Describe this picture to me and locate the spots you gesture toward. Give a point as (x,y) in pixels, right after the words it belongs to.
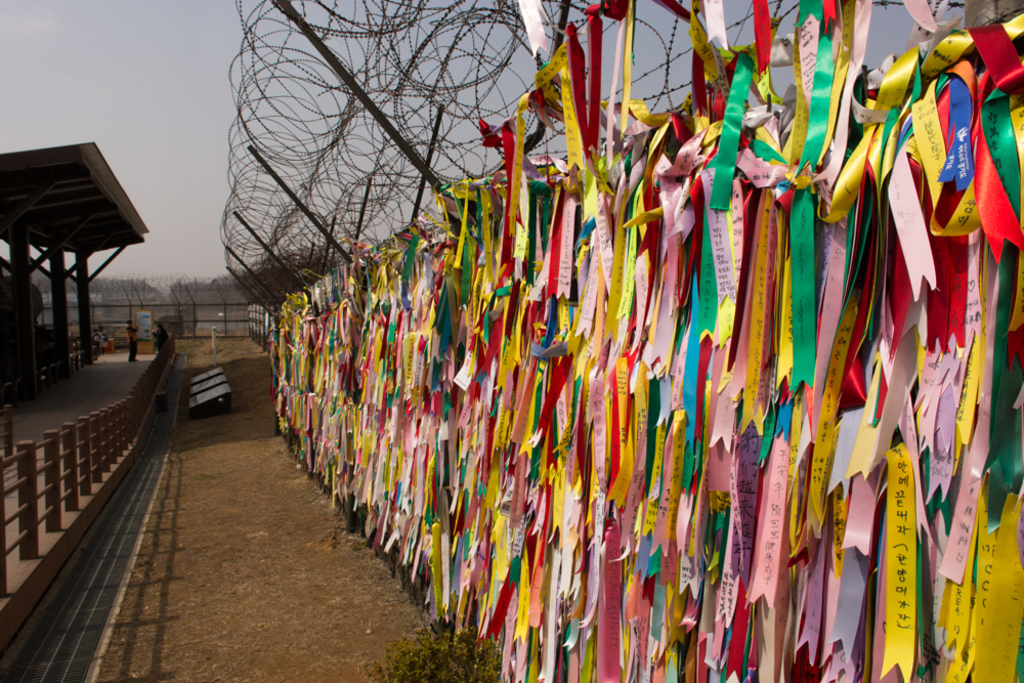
In this image I can see multi color ribbons (688,249) hanged to the railing (342,127). Background (61,268) I can see a shed (56,303), dried trees (160,296) and sky (151,112) in gray color.
